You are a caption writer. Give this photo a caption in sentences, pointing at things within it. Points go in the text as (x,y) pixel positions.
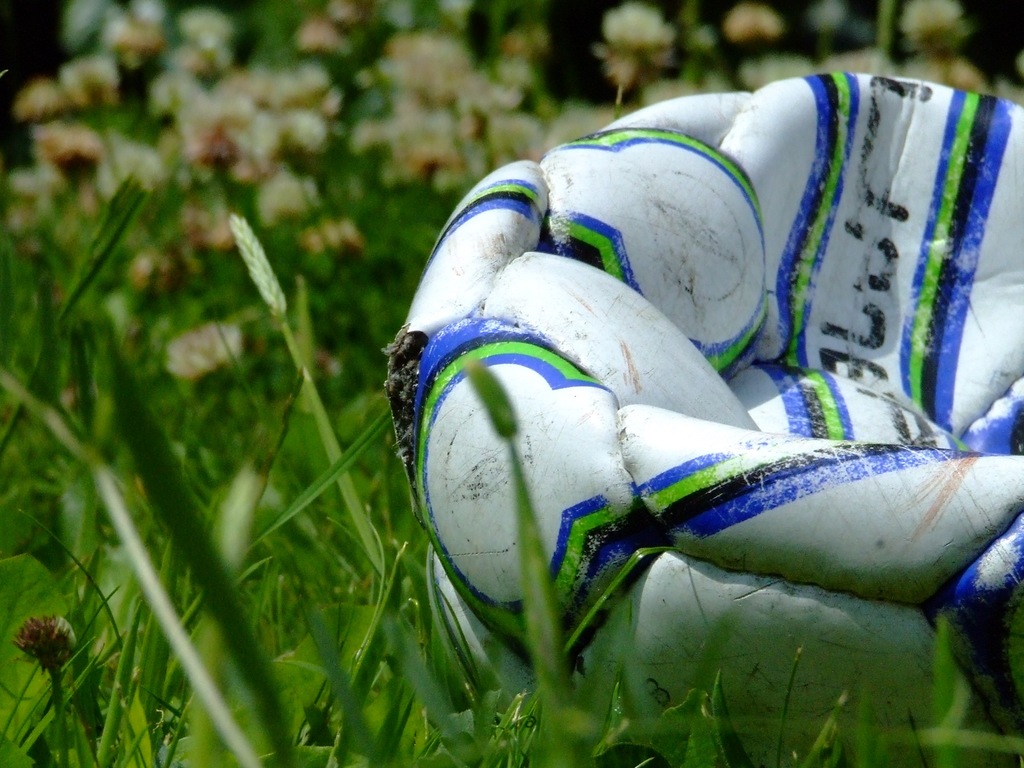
There is a football (701,484) on the right side of this image (763,519). We can see a grass (343,324) and plants (225,259) in the background (182,343).
